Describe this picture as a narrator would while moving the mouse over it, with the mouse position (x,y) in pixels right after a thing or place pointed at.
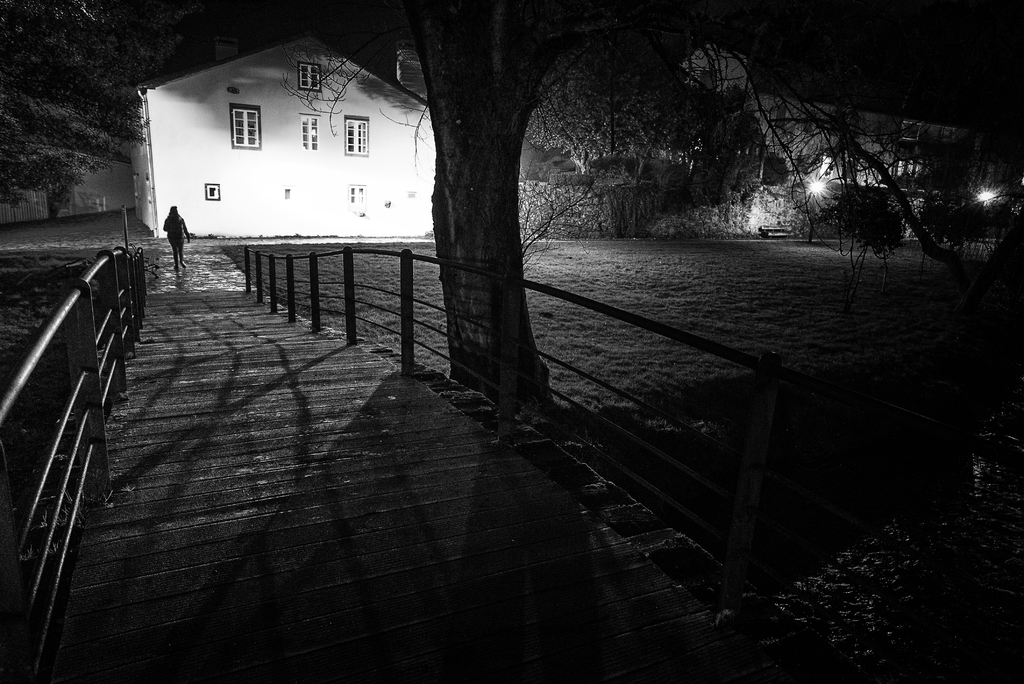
In the foreground of this image (668,324), there is a bridge (369,580) and a tree (484,294). In the background (343,178), there is a person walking on the path (205,261), few buildings (305,129), trees (638,138), lights (811,186) and the grass land (641,304).
